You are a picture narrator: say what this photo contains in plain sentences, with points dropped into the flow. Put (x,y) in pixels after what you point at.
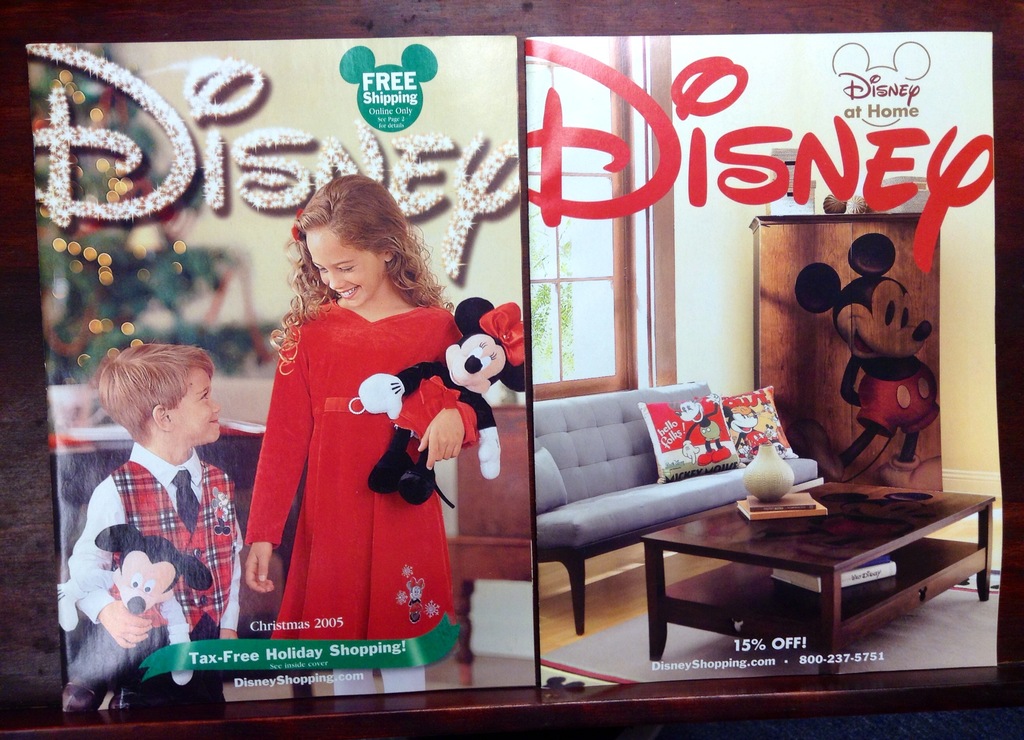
We can able to see 2 posters (842,440) of Disney. The girl (332,213) in red dress (355,411) is holding a toy (417,407). This boy (199,506) is also holding a toy (149,579). This is couch (609,521) with pillows (688,448). This is window (547,335). This is a cupboard (821,346) with cartoon picture (888,357). On this table (856,600) there books (799,512) and flower vase (780,464). Floor (591,620) with carpet (589,648).
